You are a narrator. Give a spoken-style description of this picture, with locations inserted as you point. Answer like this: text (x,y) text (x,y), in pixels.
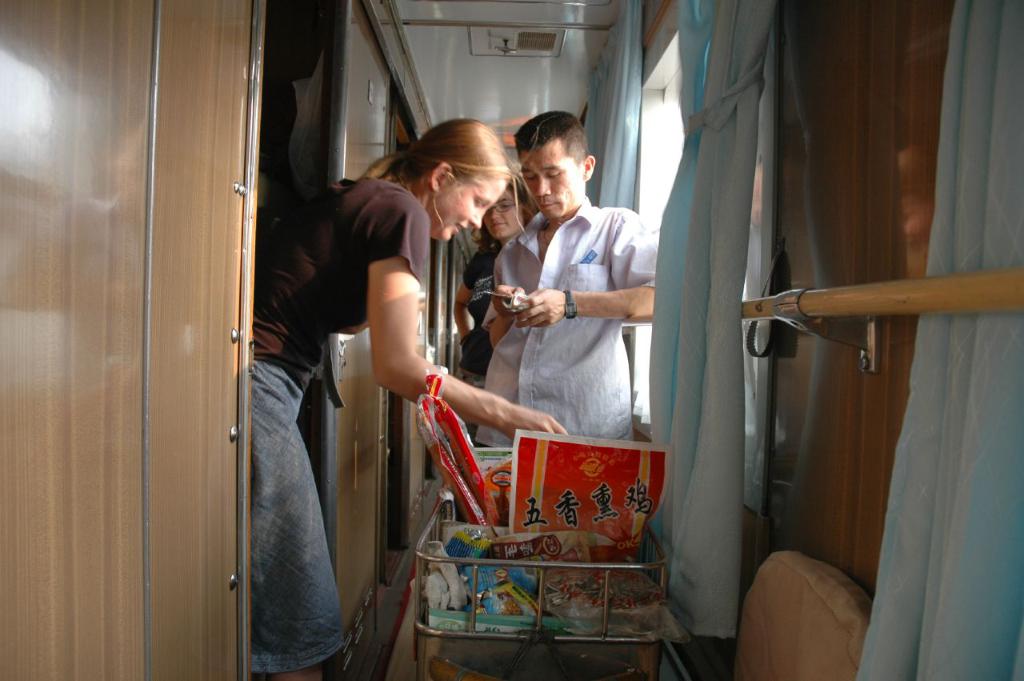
In this image we can see some people (532,383) standing. In that a man (542,356) is holding money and a woman (408,279) is reaching into a trolley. We can also see windows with curtains (701,506), wall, door (340,373) and a roof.
